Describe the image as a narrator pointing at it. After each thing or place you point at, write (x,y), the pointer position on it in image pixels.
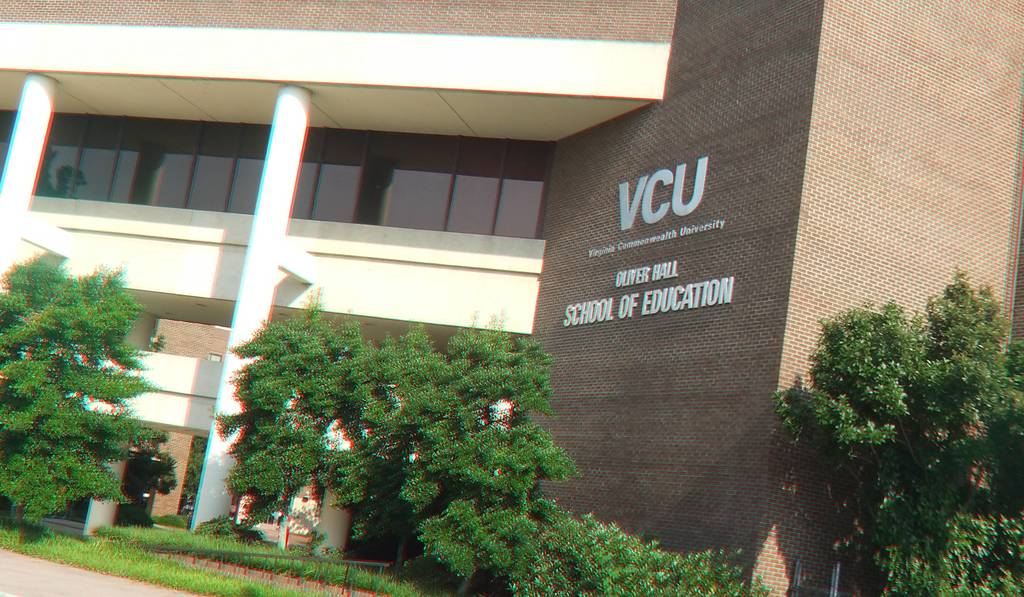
There are green trees (411,389) in the down side of an image. This is a very big building (441,172), in the right side (692,181) there is a name (619,285) on it.
